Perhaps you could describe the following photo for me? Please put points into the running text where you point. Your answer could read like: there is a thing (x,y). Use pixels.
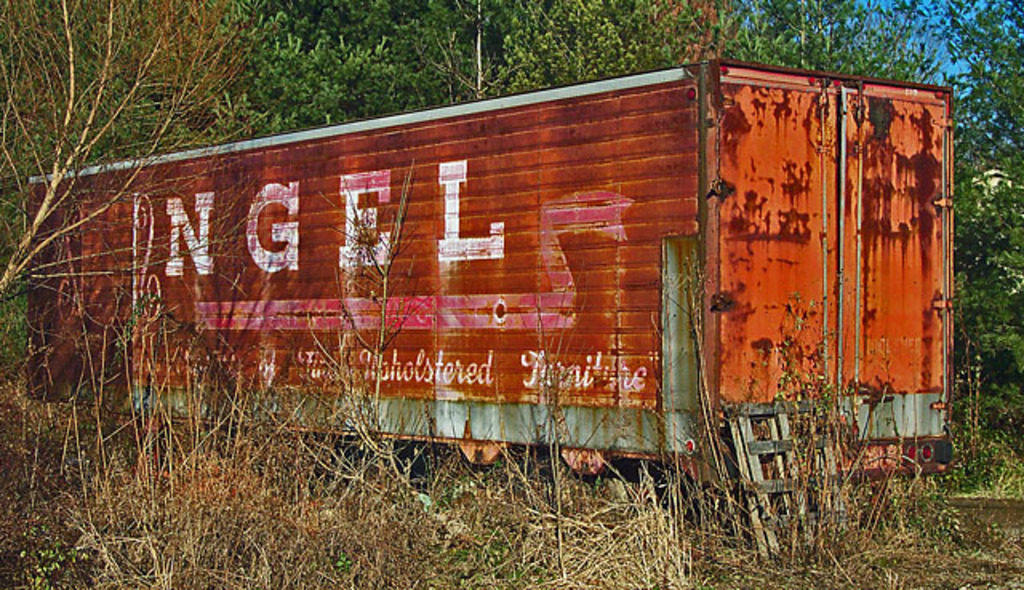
In this picture we can see a container (470,310), plants (356,572), trees (683,55), some objects (757,522) and in the background (946,68) we can see the sky (901,16).
